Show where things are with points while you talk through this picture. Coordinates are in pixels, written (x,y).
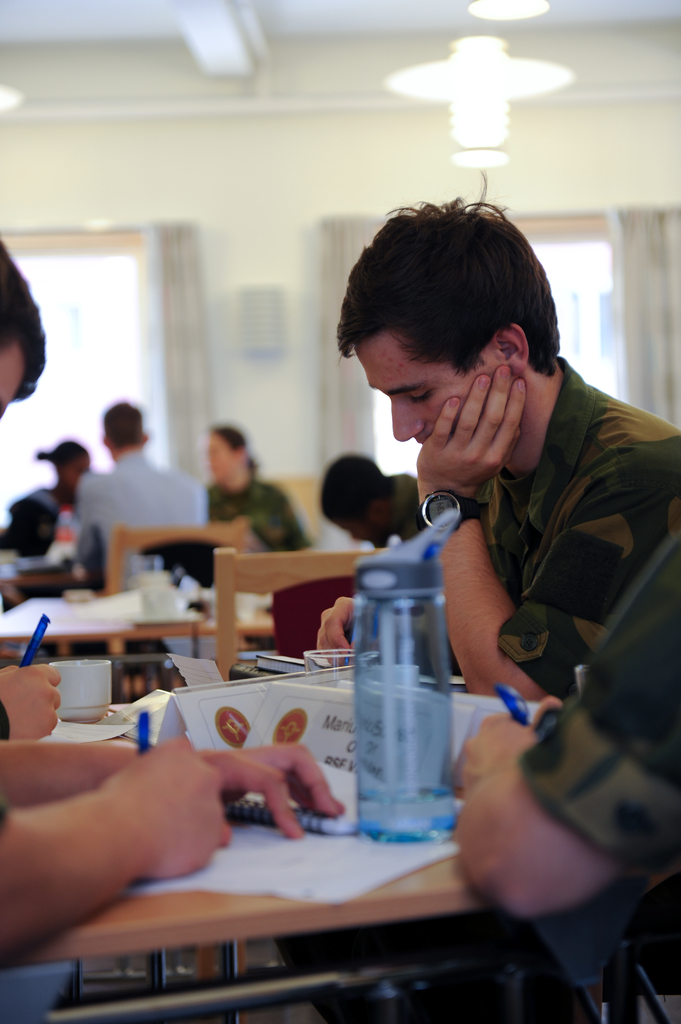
In this image we can see people (567,564) sitting on the chairs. There are papers (170,695), bottles (440,714) and other objects (281,664) are kept on a table (259,807). There is a wall (267,370) in the background (321,156). We can see windows (109,397) in the middle of this image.
